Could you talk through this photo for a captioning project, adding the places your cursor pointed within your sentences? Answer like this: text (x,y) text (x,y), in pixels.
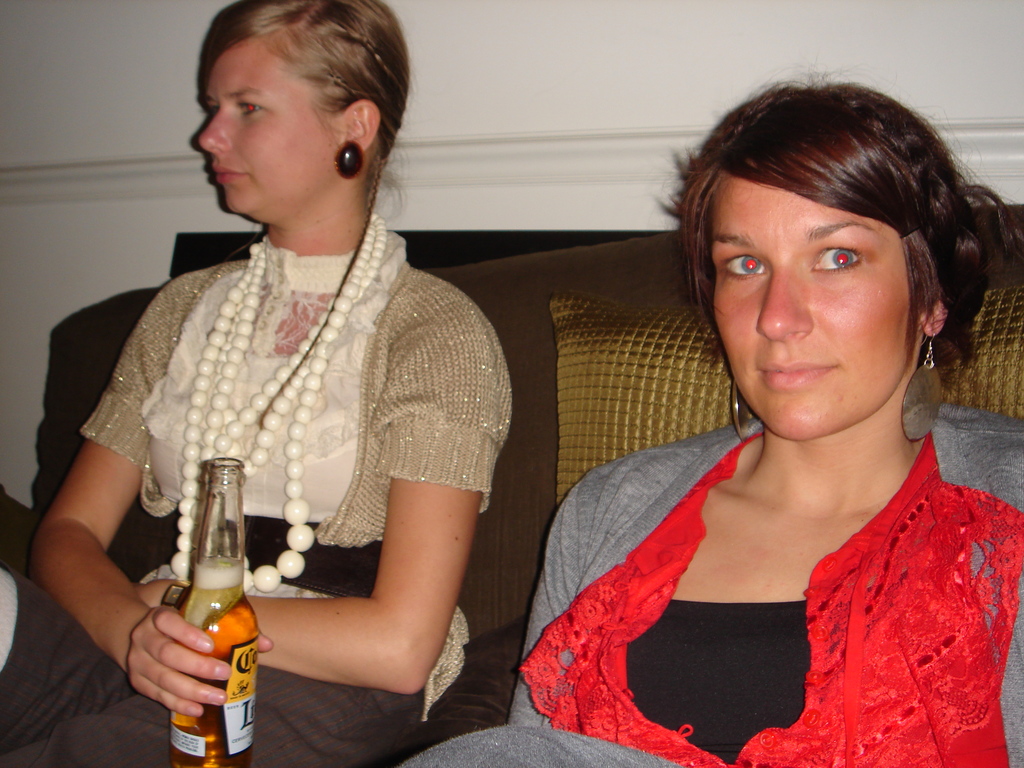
Here we can see a couple of woman (463,527) sitting on a couch (498,482) and the woman (347,518) in the left (341,534) is holding a bottle (197,578).
